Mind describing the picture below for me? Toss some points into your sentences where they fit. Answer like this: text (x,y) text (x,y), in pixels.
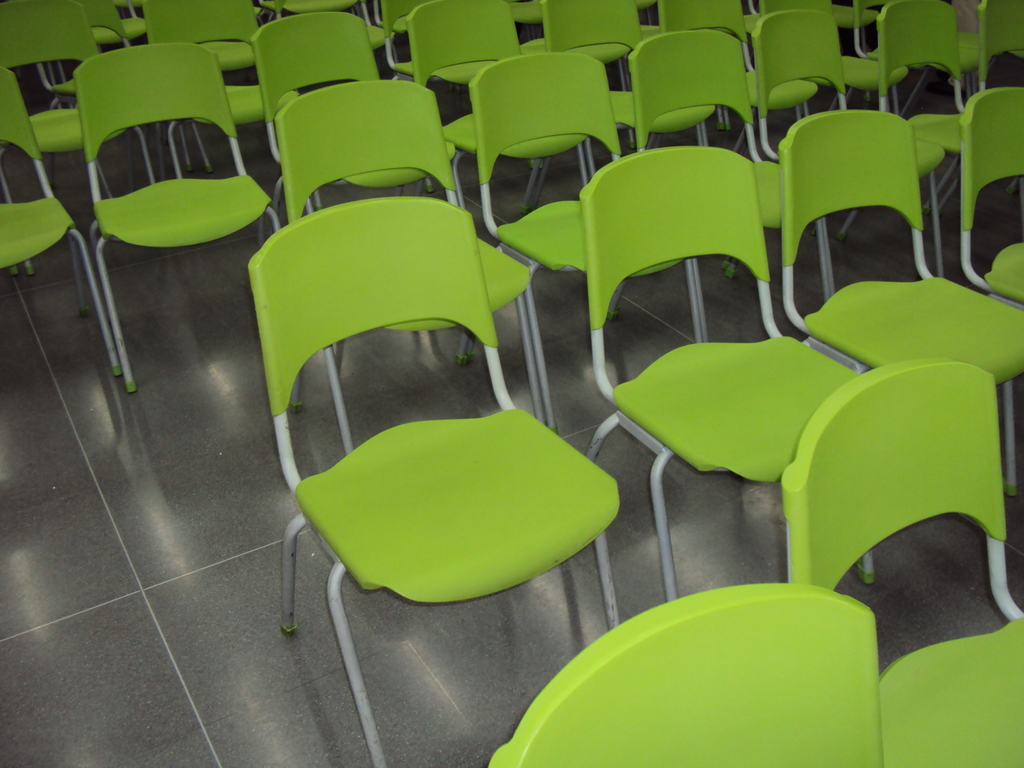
In this image there are so many empty chairs (993,460) on the floor (202,636).
